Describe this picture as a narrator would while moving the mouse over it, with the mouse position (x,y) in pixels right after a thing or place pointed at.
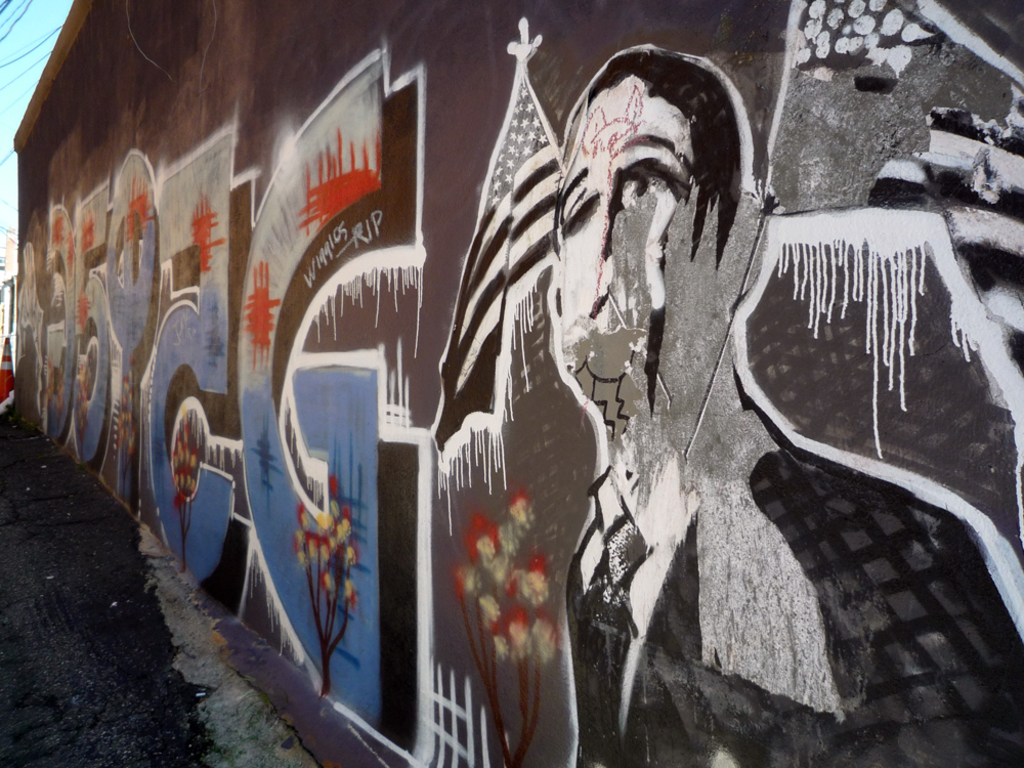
In this picture, we can see the wall (425,303) with some text (251,521) and some images (635,404) on it, we can see the ground (106,625), and some objects (3,312) on the left side of the picture (50,718).
